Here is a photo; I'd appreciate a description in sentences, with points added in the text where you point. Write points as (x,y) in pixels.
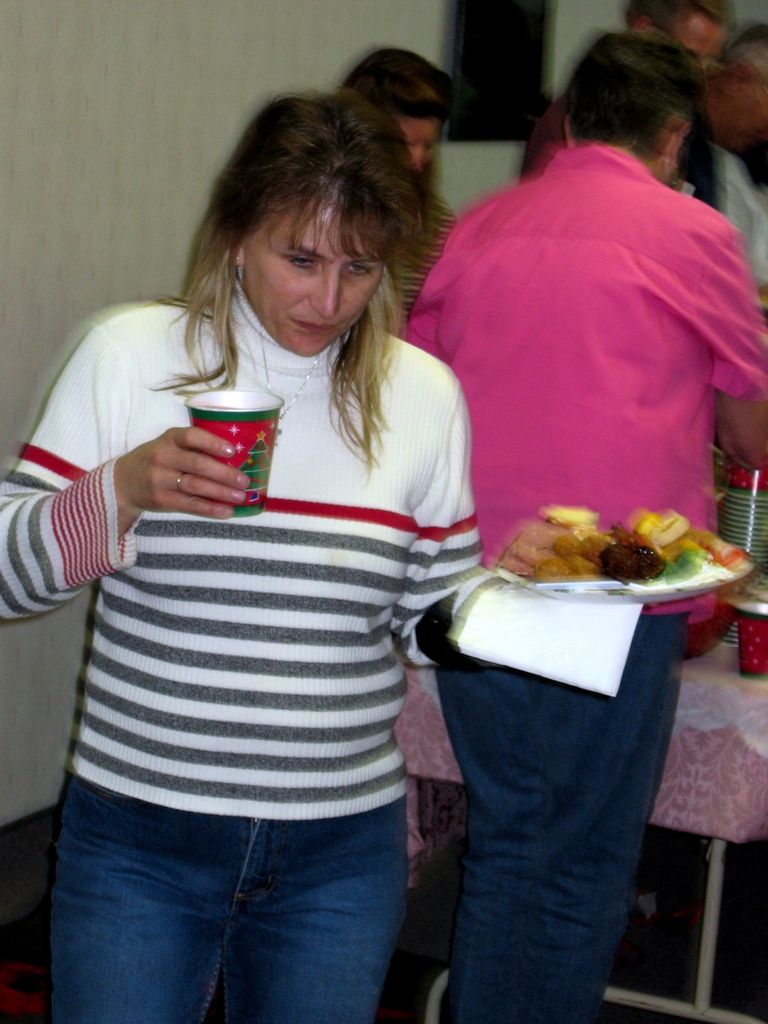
In this image we can see a woman (397,492) is standing and holding a plate (690,566) with food items (686,556) in it in the hand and a cup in the another hand (231,447). In the background (519,507) there are few persons (499,275), objects (767,657) on the table (753,687) and a frame (548,72) on the wall (585,24).
